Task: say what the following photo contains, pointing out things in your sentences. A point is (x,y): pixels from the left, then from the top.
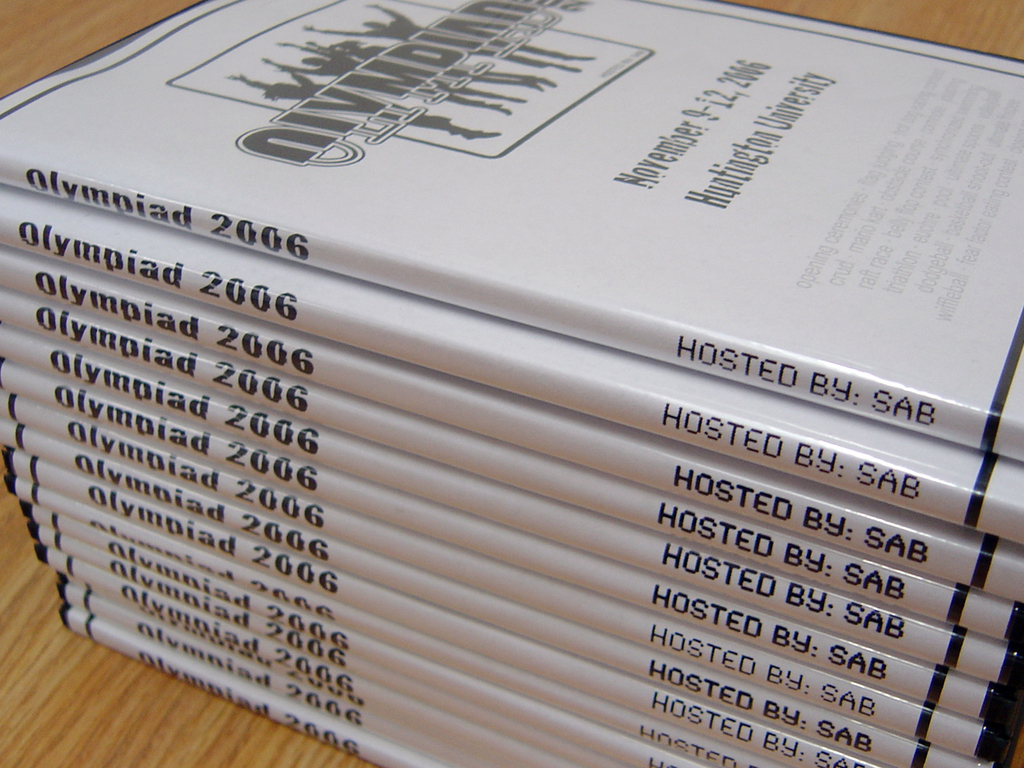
In this picture we can see a table (202,759), on table (319,760) we can see a group of books (540,524).
